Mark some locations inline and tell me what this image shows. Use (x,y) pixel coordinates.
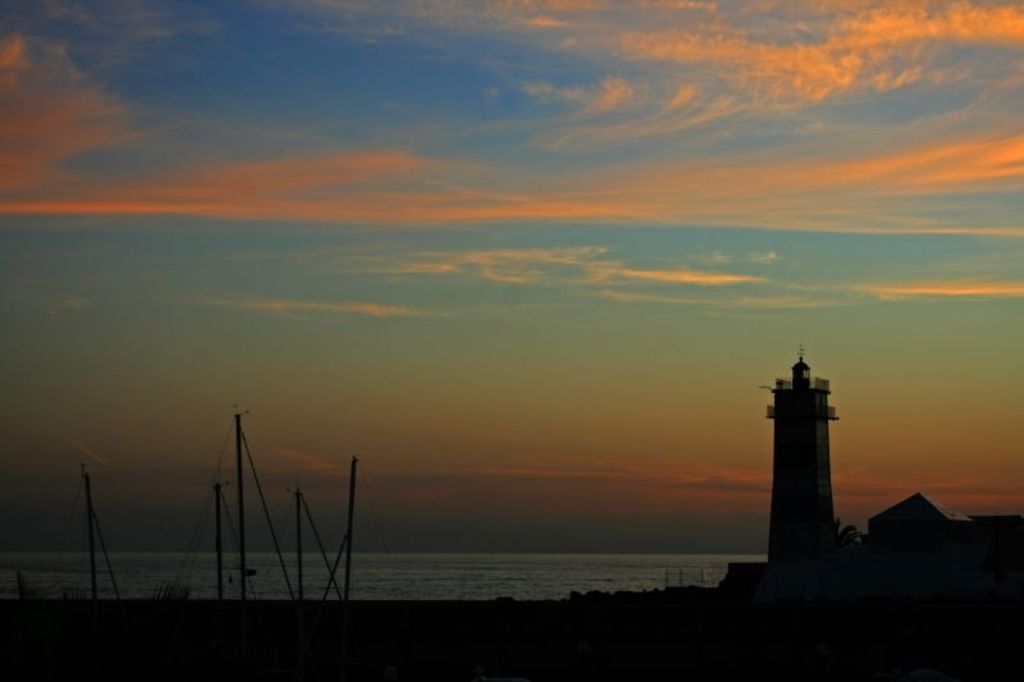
At the bottom of the picture (298,572), we see the poles (217,505). On the right side (784,487), we see a tower (794,505). Behind that, we see water (530,571) and this water (492,562) might be in the lake (511,576). At the top of the picture (438,160), we see the sky (536,248), which is in blue and orange color.
